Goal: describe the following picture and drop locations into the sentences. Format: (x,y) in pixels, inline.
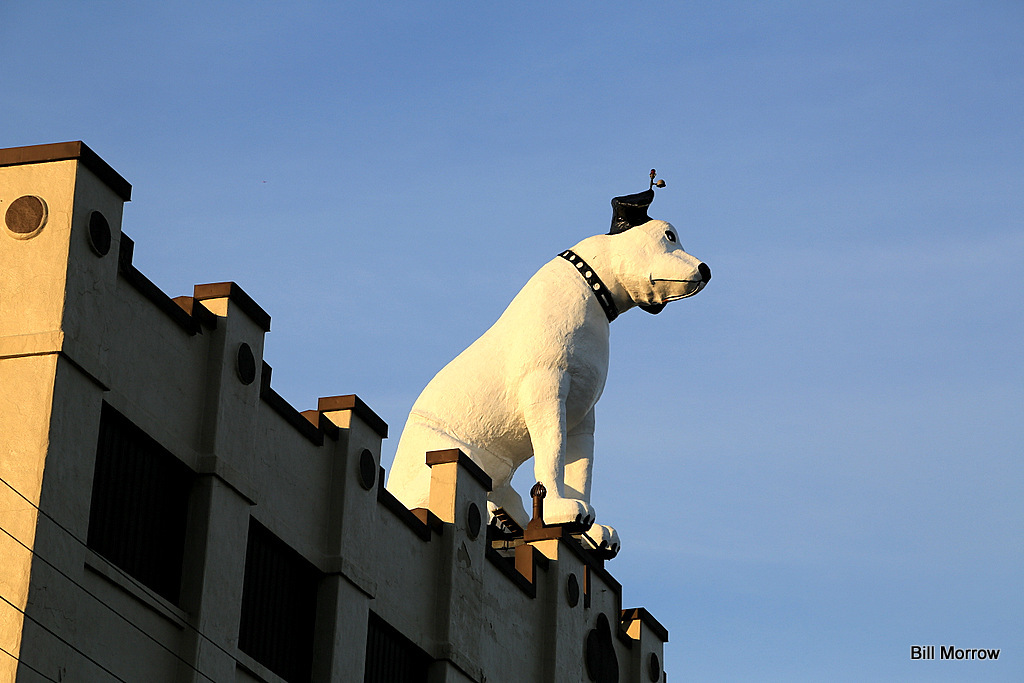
In the image we can see the sculpture (566,458) of the dog (559,442) and here we can see the building (175,603). On the bottom right (946,645) we can see the watermark (971,653) and the sky (884,285).
